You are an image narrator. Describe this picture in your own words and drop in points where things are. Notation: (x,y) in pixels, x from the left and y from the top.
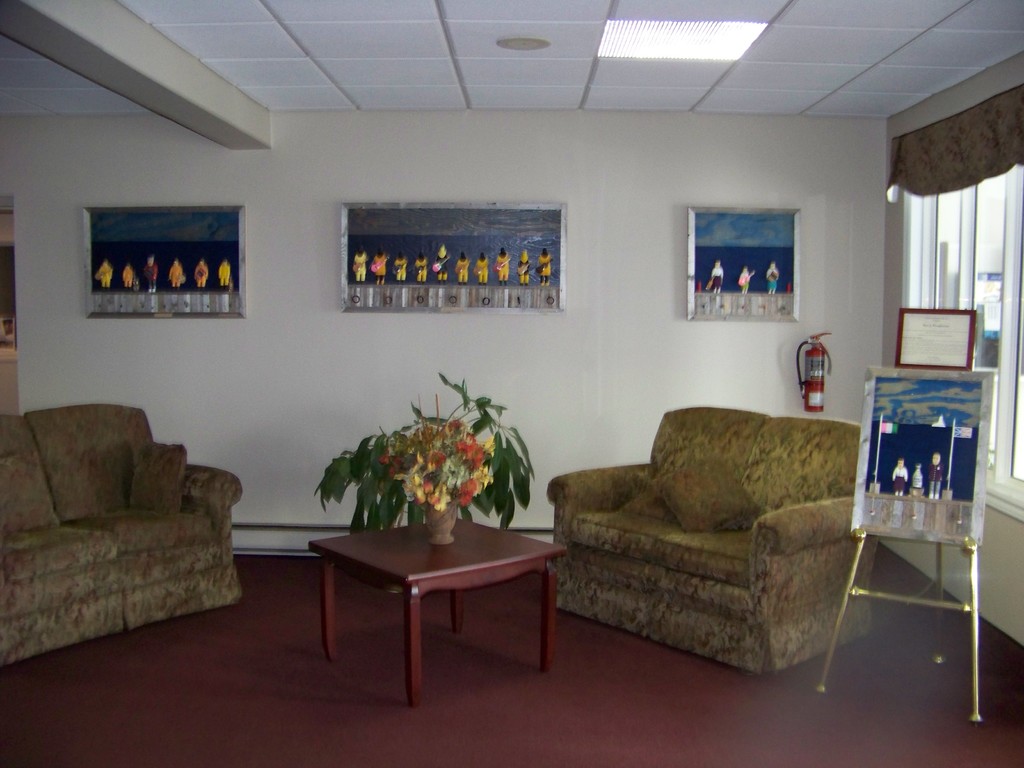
In this image we can see a room (193,684). Here we can see two sofas (202,588). One is on the left side (105,580) and the other one is into the right side (697,467). This is a wooden table (429,565) where a flower vase (431,529) is kept on it. These are photo frames (472,286) which are fixed to a wall (660,298). Here we can see a fire extinguisher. This is looking like a drawing stand (917,377) which is on the right side (876,414).
